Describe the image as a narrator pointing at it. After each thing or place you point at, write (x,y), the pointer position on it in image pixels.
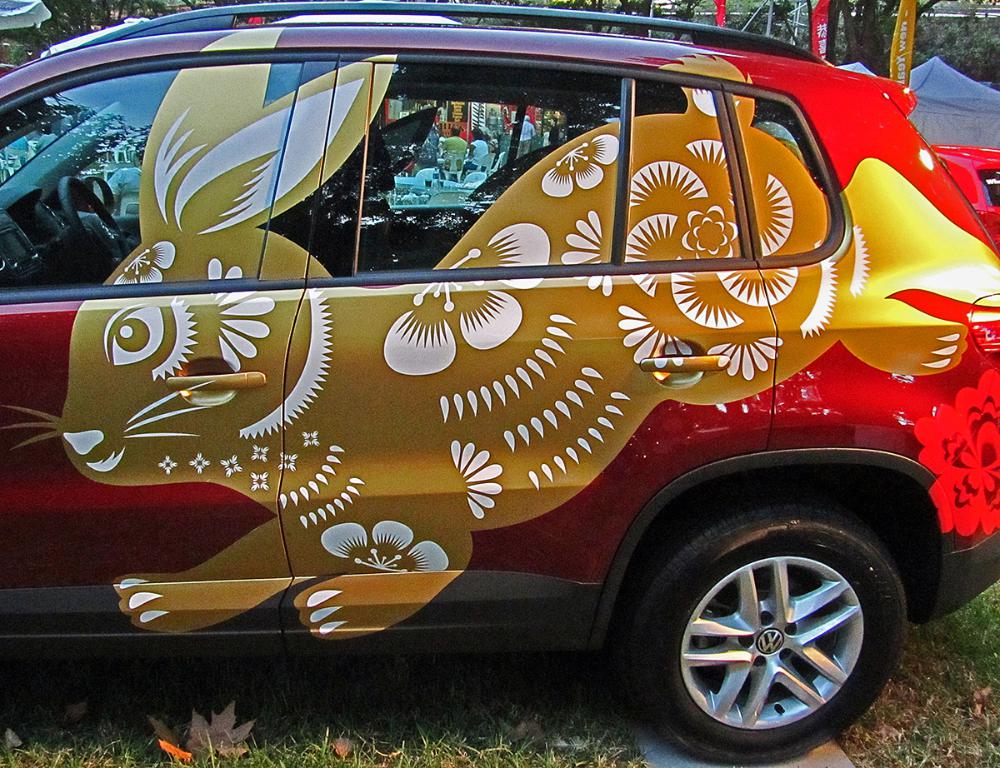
In this image there are vehicles (681,402) on the grassland (439,721). From the window (442,218) of a vehicle (349,177) few people (460,141) sitting on the chairs (491,162), shops (404,107) are visible. Background (953,50) there are trees (738,5). Behind there is a wall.
